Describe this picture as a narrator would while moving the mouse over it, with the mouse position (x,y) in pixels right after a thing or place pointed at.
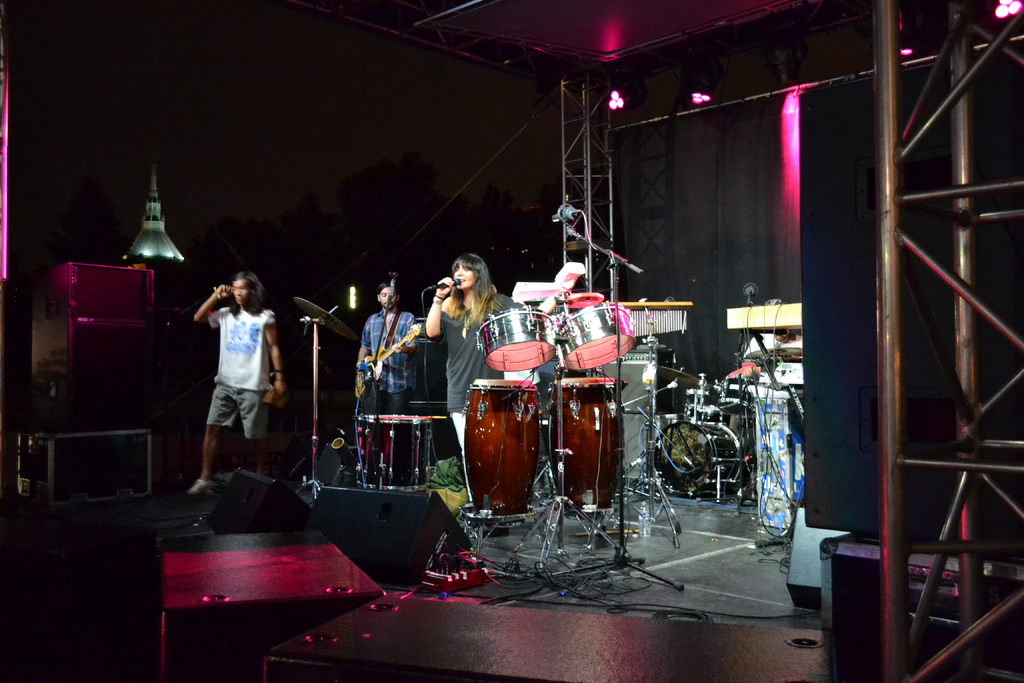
In this picture there are a group of people (460,430) standing on the dais (752,556), there is a woman (446,295) holding a microphone (434,288) and singing there is a man (382,327) with playing guitar (379,359) and another person (257,367) standing over here there are drum set (564,438) and different musical instruments (492,415).
